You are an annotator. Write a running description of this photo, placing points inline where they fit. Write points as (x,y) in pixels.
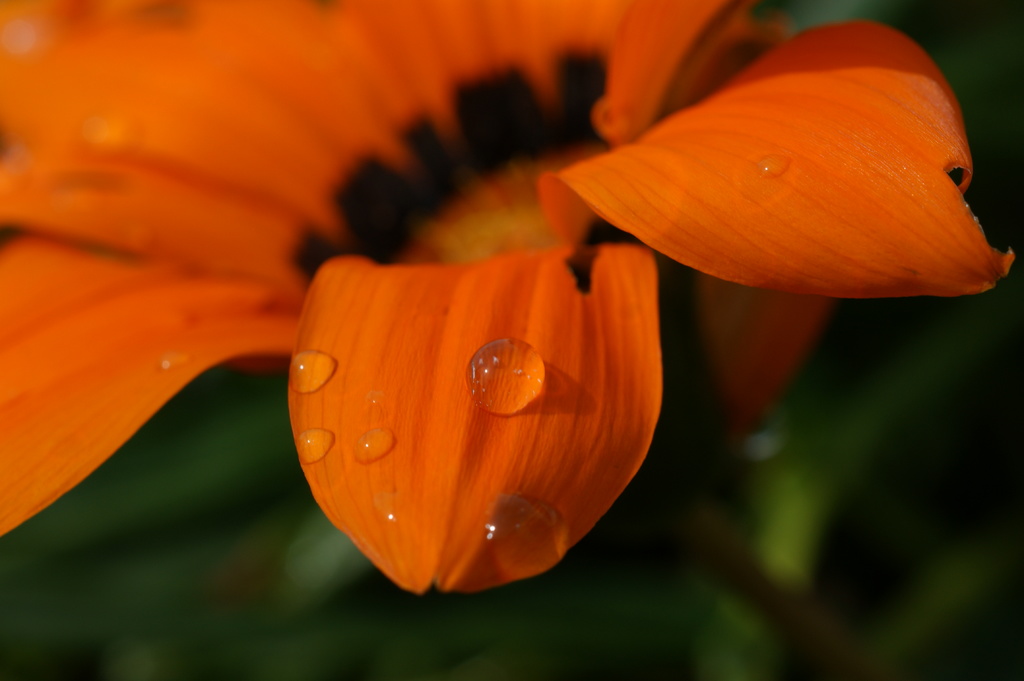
In this image there are water droplets (505,342) on the flower (547,313).
